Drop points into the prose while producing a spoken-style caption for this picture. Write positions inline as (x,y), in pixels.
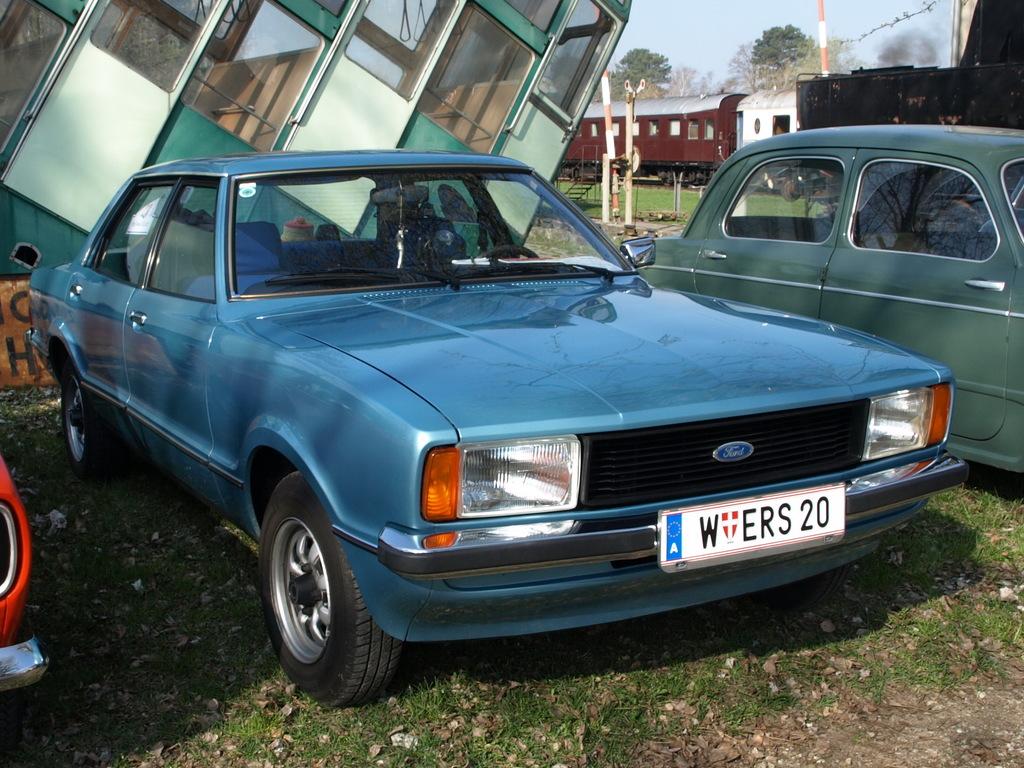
In this image we can see there are few vehicles (499,455). In the background (652,173) there is a train (664,148) on the track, few poles (605,162), trees (791,45) and the sky (671,29).
